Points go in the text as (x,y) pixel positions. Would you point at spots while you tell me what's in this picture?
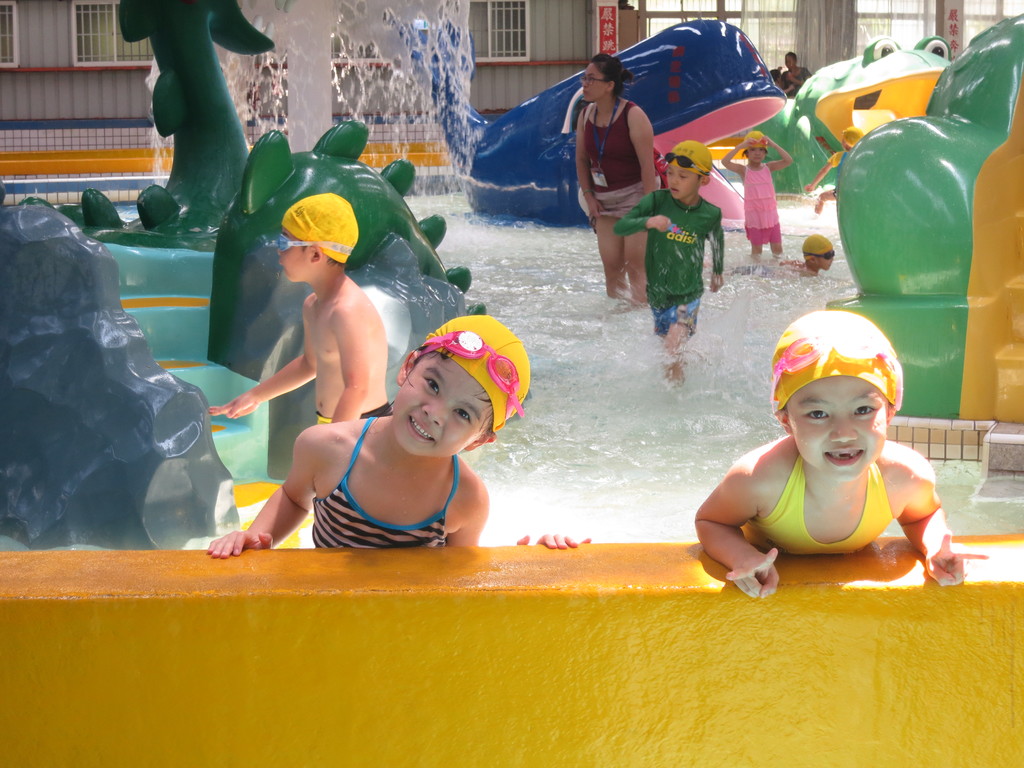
In this picture we can observe some children (338,418) playing in the water (637,354). There is a woman (609,155) standing in this water (558,286). We can observe yellow color wall (356,631). There is a fountain (300,100). In the background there is a wall (70,73) and we can observe windows (126,56).
